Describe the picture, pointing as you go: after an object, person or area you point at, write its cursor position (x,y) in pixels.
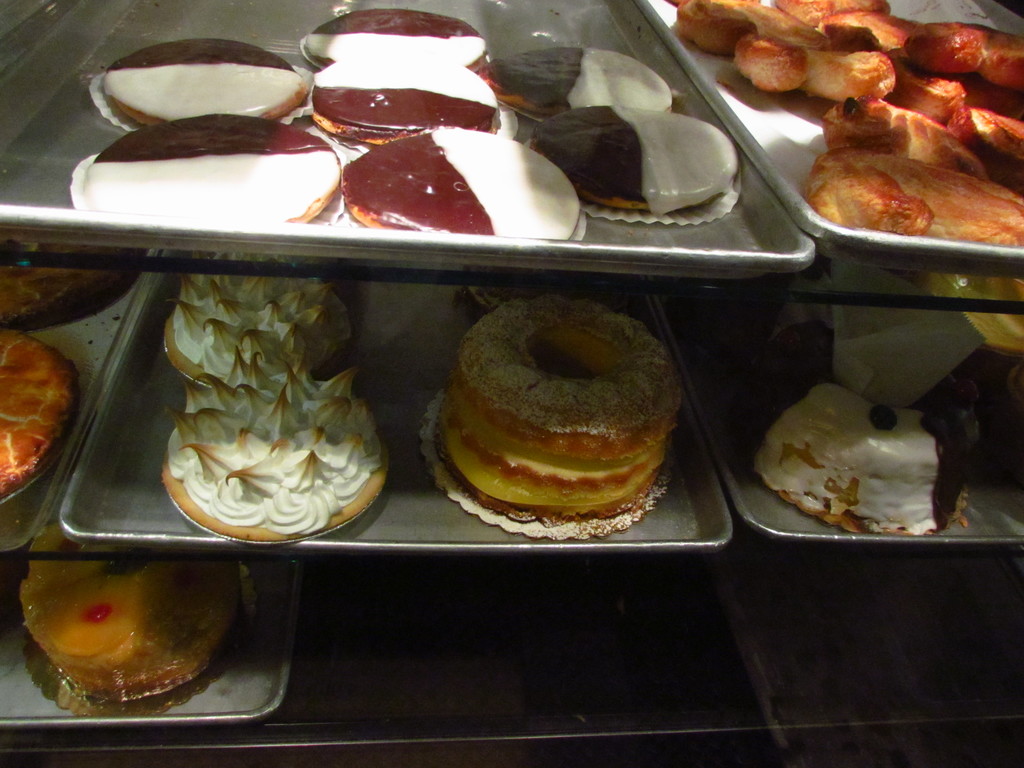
In this image, we can see some food items (854,59) kept in the trays (96,415).
